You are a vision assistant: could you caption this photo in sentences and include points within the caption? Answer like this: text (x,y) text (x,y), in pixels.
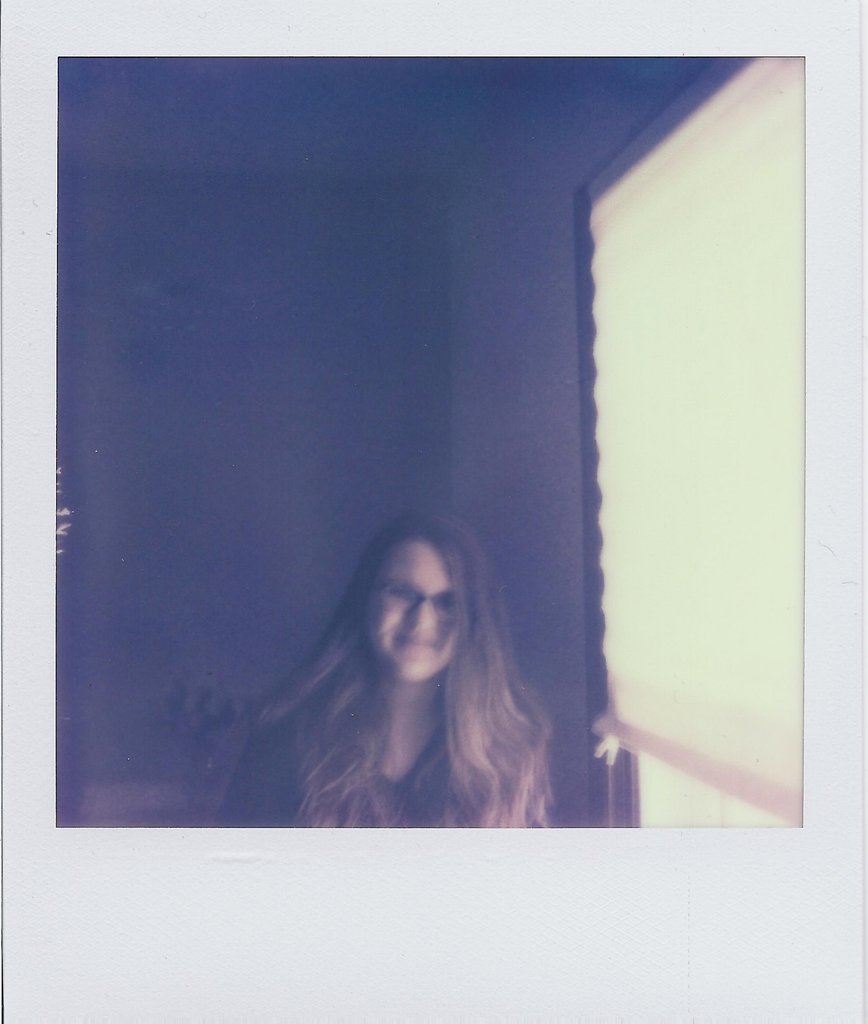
In this image we can see a photo (441,197) and there is a woman (355,759) in a room (549,636) and we can see a window (614,451).
